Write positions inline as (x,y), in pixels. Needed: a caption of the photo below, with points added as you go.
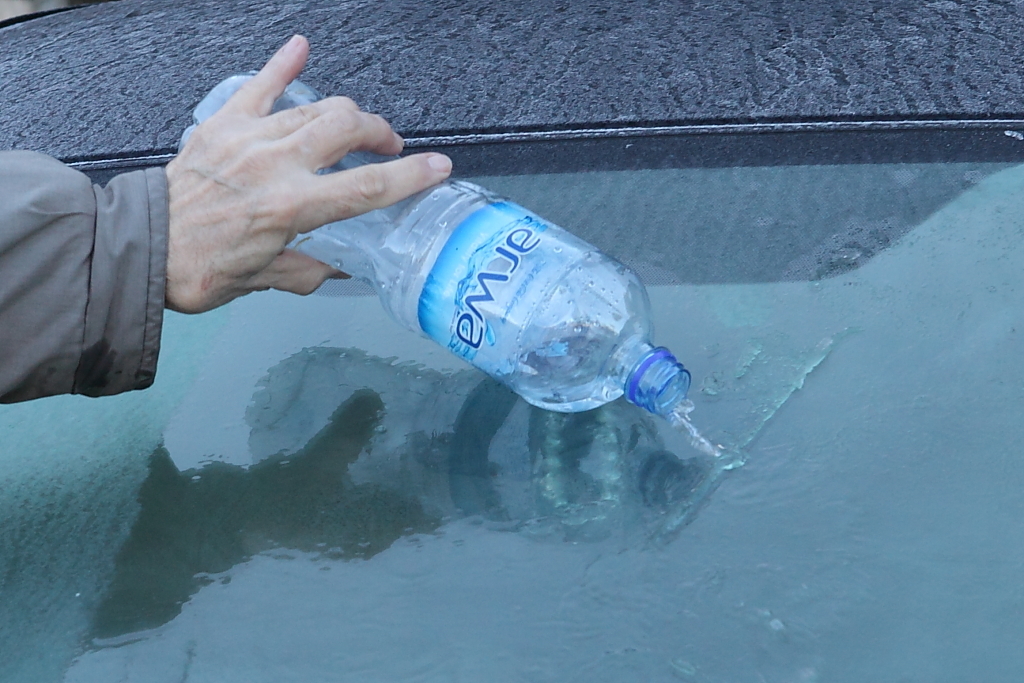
In this picture we can see bottle (540,302) with some person (298,166) holding it with his hand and throwing water (720,445) from the bottle (546,335) on car windshield (760,502).
